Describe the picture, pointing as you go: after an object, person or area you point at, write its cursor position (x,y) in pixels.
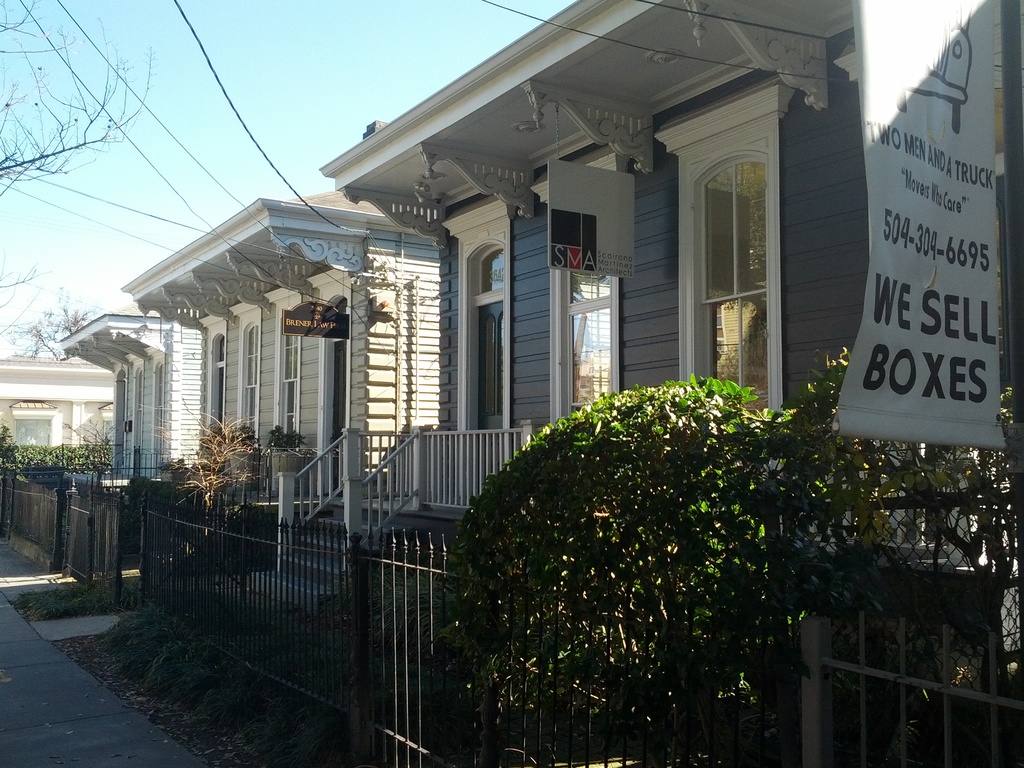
In-front of these houses (461,282) there are boards (586,224), steps (331,521), railings (381,499), plants (112,452), fence (79,530) and grass (153,653). To these houses (514,326) there are doors (337,404) and windows (778,318). Here we can see mesh (912,507), banner (994,275) and pole (1007,79). These are bare trees (27,124). Sky (333,49) is in blue color.
